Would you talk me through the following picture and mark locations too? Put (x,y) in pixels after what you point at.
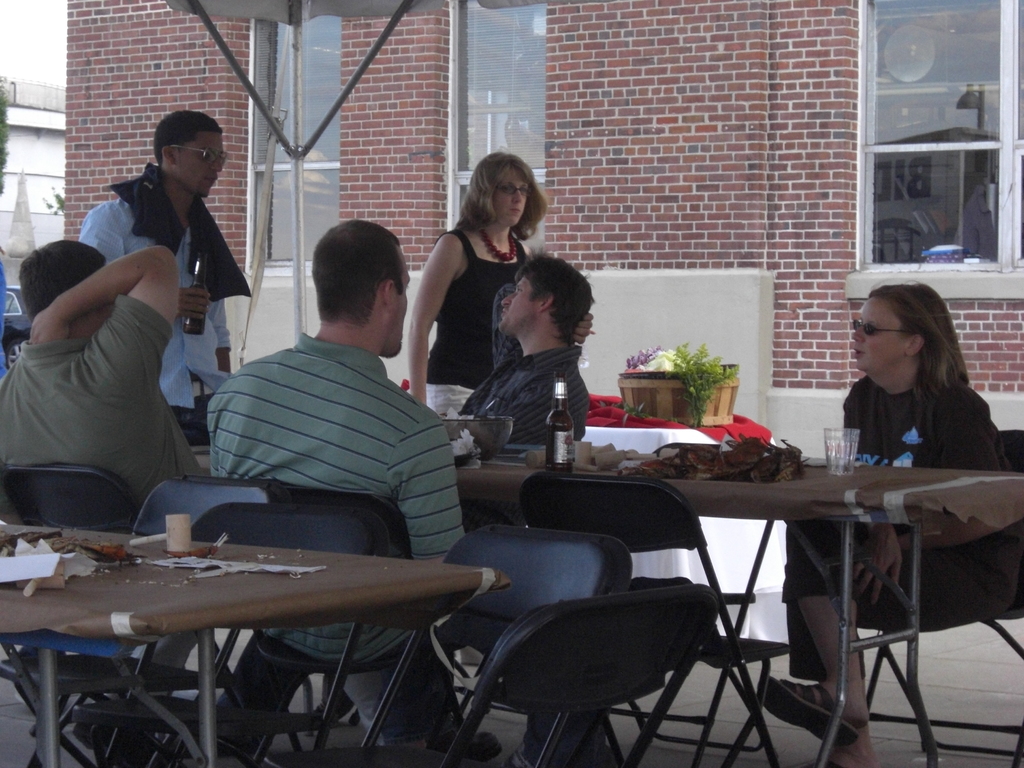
There are few people (314,437) sitting on the chair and 2 persons (139,203) are standing. On the table (872,489) we can see a glass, wine-bottle (559,429). In the background (243,124) there is a building (732,195), window (324,46) and reddish brick (672,42).
